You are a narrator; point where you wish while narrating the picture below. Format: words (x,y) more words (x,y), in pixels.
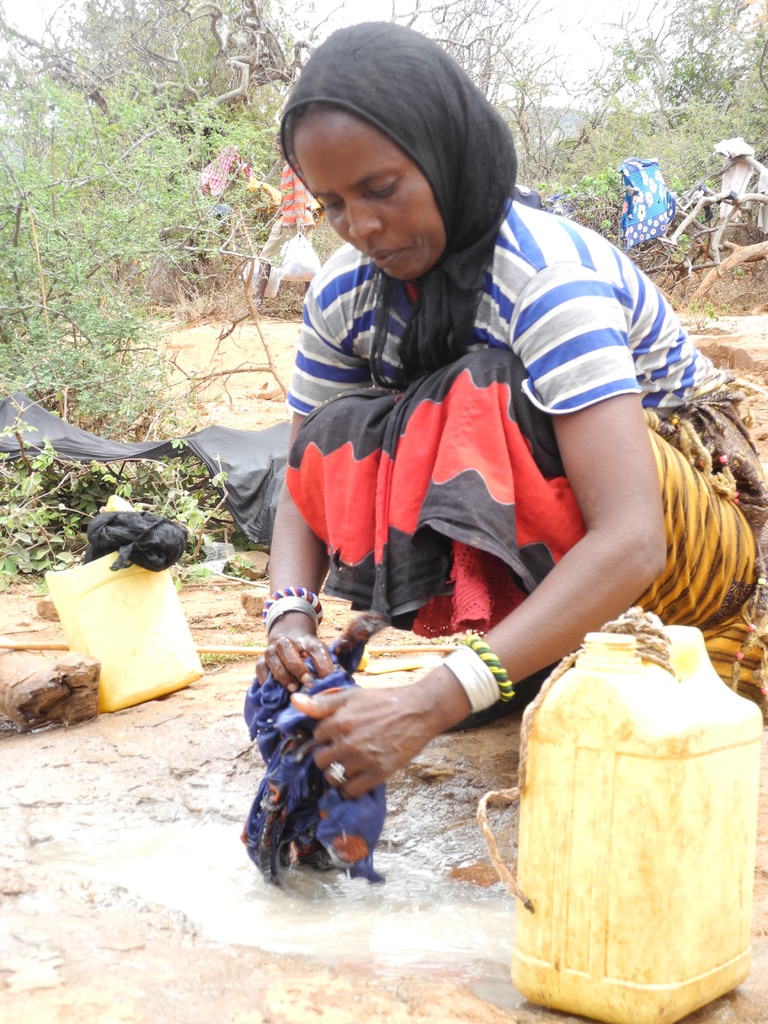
This woman (521,327) is in squat position and holding a cloth (368,814). These are water cans (562,744). Here we can see plants (55,227) and trees (291,44).
